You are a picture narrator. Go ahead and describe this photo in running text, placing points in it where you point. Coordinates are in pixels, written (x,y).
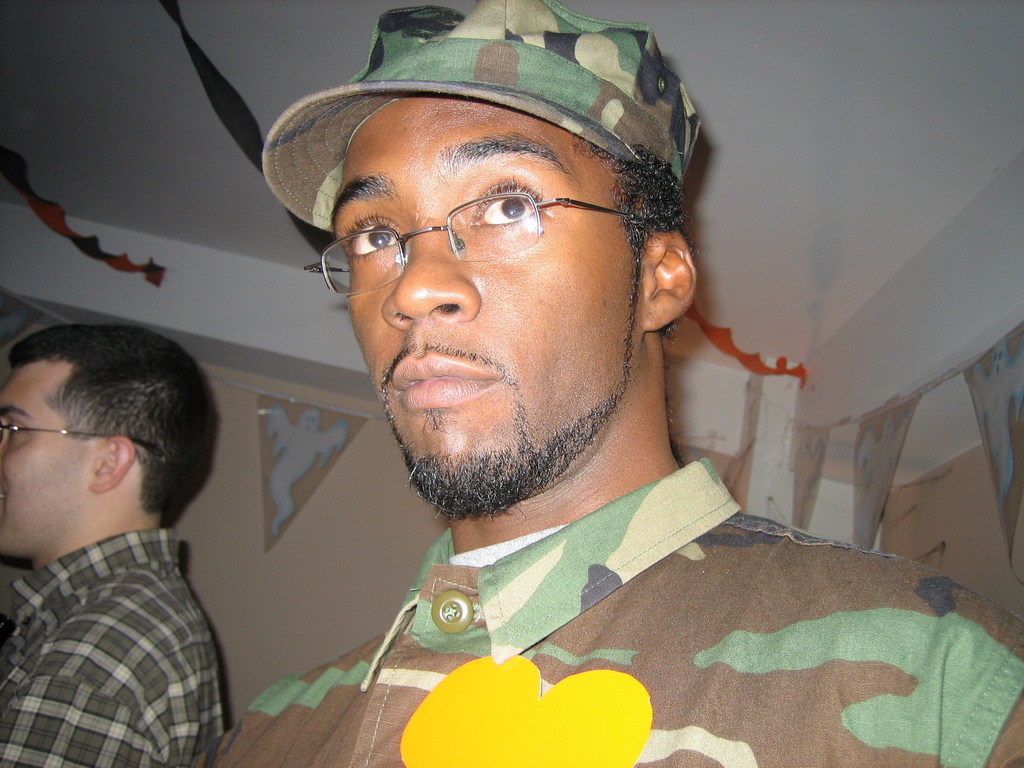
At the top (911,44) we can see the ceiling (821,42). In this picture we can see the wall (370,470) and few decorative objects (1008,457). We can see a man (85,470) wearing a shirt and spectacles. On the right side of the picture (823,655) we can see a man (637,561) wearing a cap (668,95), shirt (663,704) and spectacles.
